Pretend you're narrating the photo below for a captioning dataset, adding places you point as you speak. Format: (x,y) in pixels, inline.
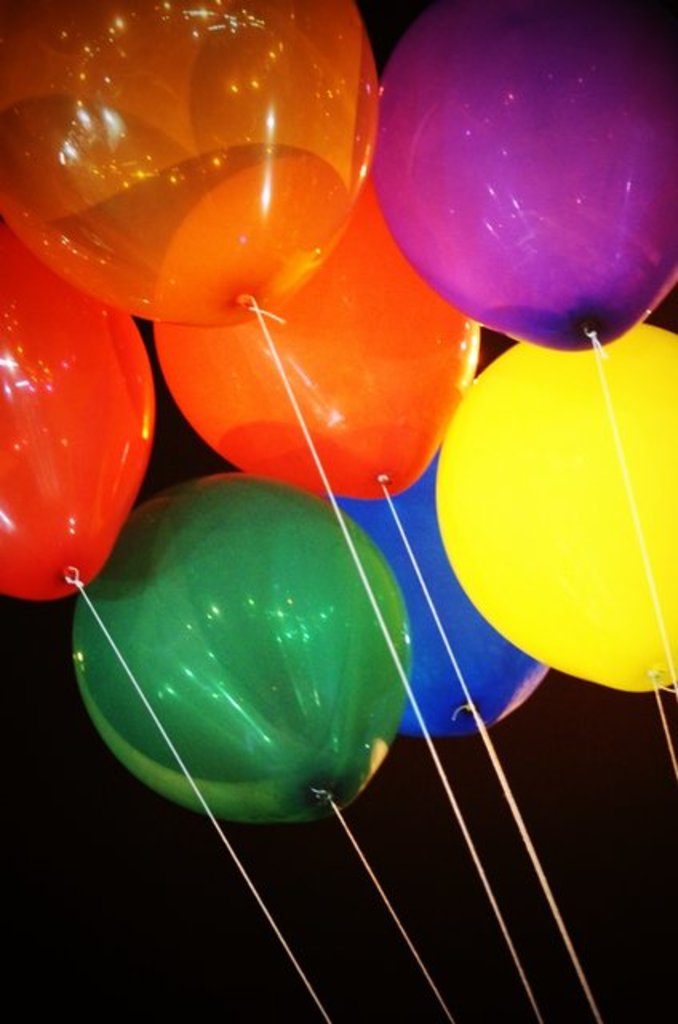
In the image there are different colors of balloons (197,671) tied with thread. Behind them there is a dark background (564,1011).
